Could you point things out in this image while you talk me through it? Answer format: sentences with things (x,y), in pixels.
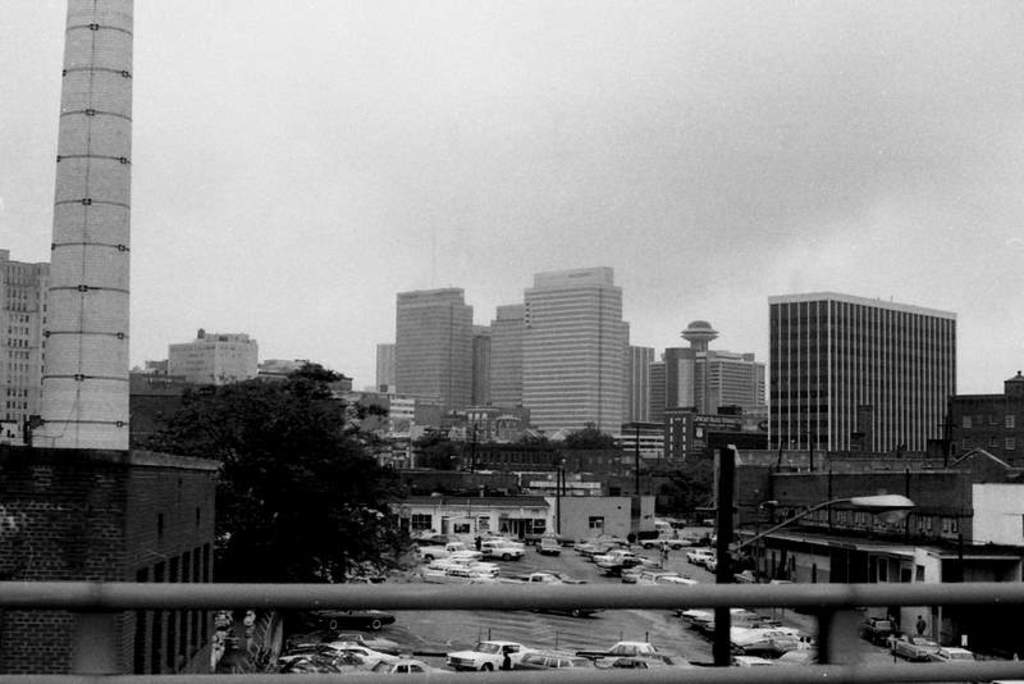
In this image there are iron rods (780,675), vehicles (603,550) on the road (396,629), poles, lights (859,499), buildings (517,450), trees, sky (626,193).
